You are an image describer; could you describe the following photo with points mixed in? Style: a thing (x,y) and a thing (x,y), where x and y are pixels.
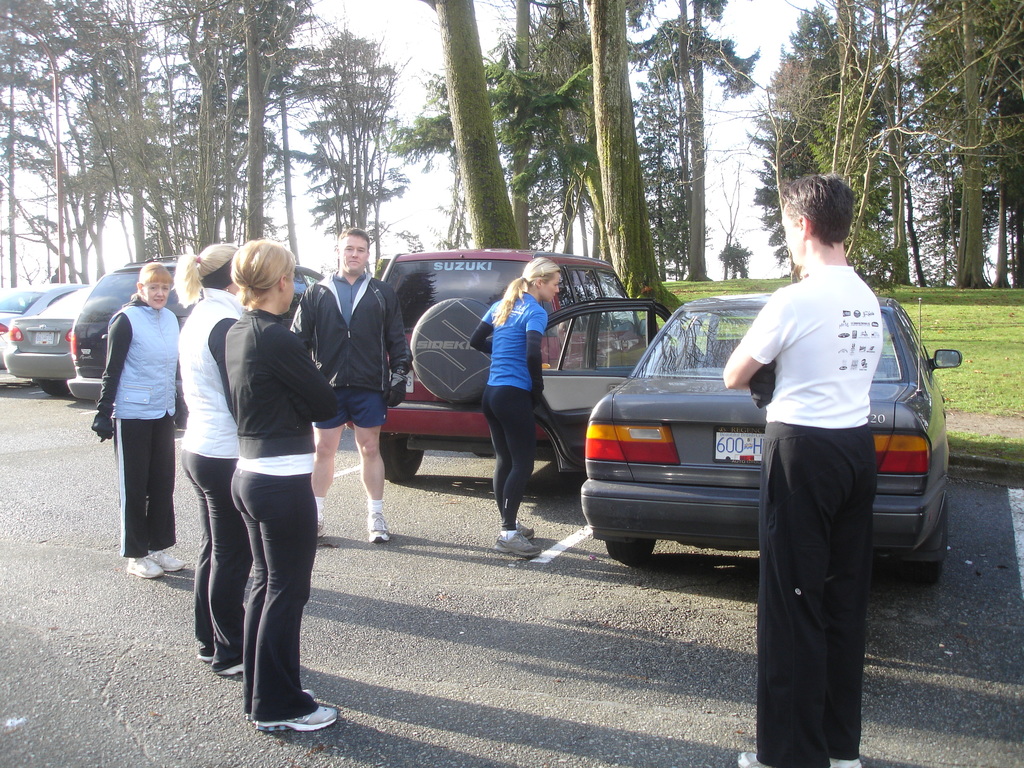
In this picture there are people (395,369) standing on the road (438,623) and we can see cars (77,303), grass (1022,341), trees (155,245) and pole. In the background of the image (420,18) we can see the sky (402,230).
